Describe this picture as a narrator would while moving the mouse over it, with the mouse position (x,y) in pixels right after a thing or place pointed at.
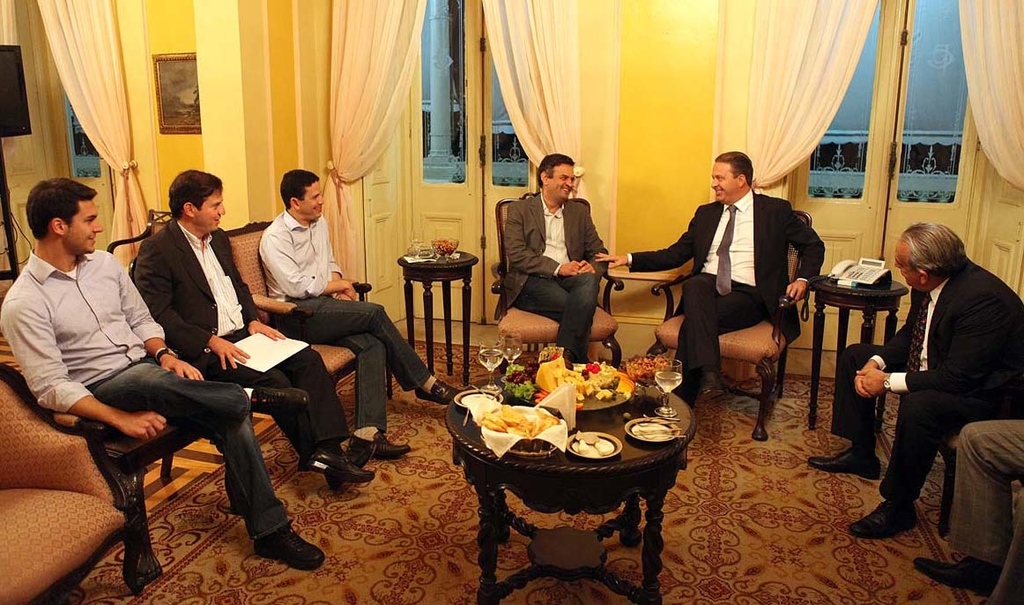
In the image we can see there are people (326,310) who are sitting on chairs (35,425) and on table (647,408) there are plates (644,420), wine glass (671,377) and food items (534,420).
